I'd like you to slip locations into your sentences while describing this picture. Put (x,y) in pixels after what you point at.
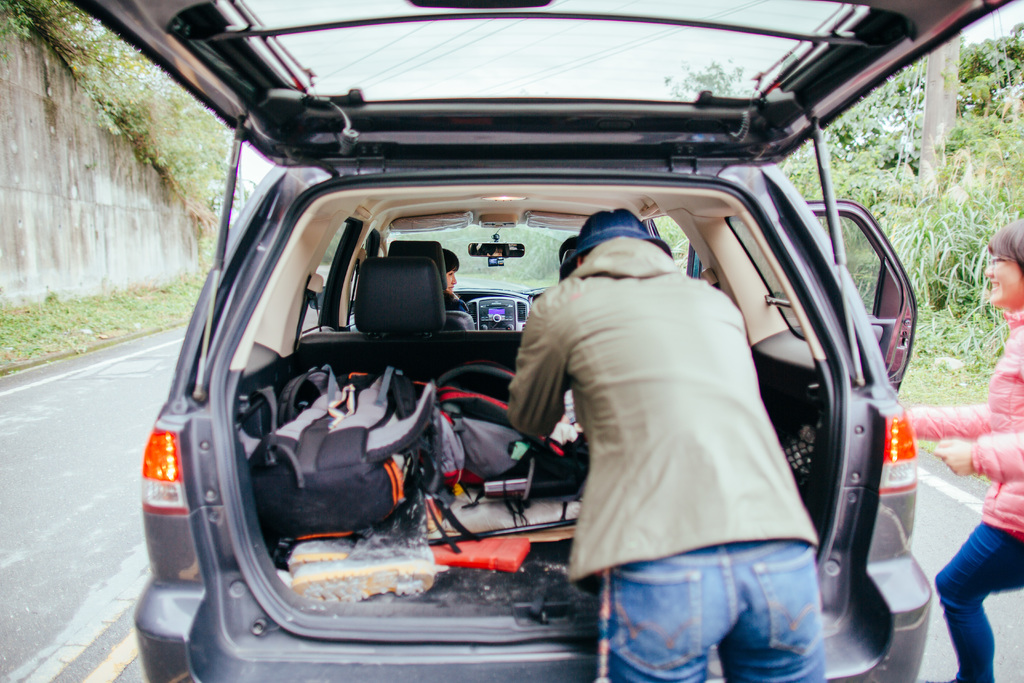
This is a back (250,674) of a car (456,315). On the trunk (410,487) they kept many bag (428,434). A person (607,391) wearing a hat (608,239) is standing at the back of the car (476,596). On the right side (975,409) a woman (993,446) is standing. On the two side there are grasses (931,225), plants (937,196). On the left side (94,201) there is a wall (24,227) and road (144,414).
